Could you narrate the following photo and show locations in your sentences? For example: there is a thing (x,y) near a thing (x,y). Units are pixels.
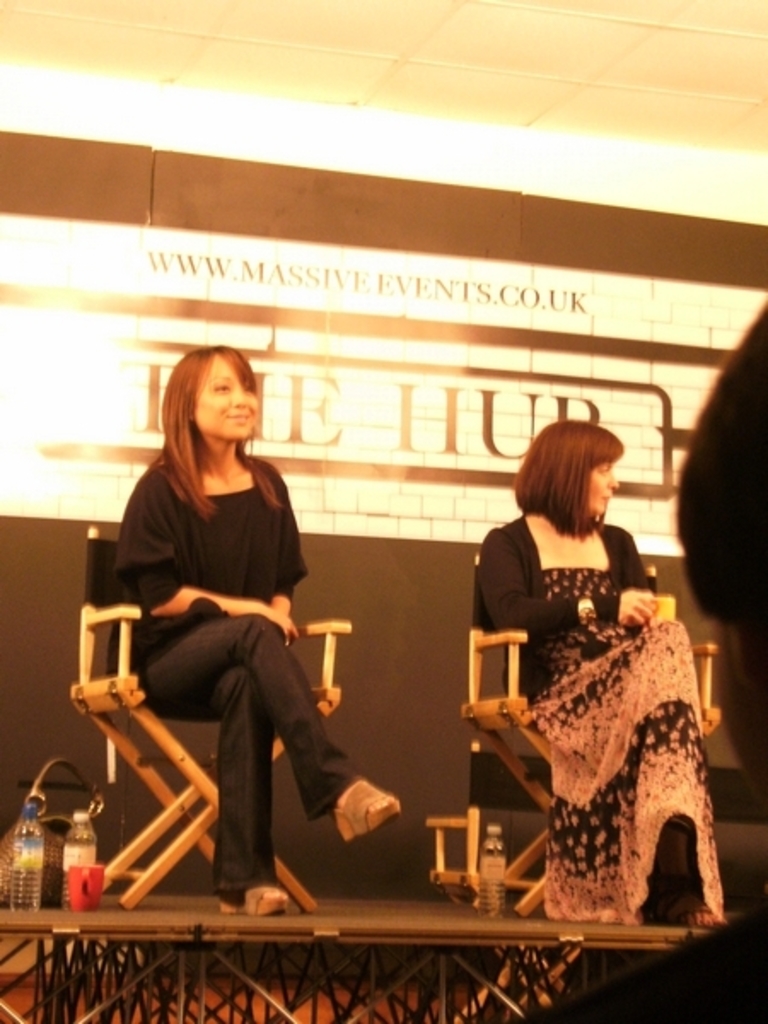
In this image I can see two women (130,601) are sitting on chairs (201,789). I can also see few bottles (78,858), a red colour cup (97,895) and in the background (518,296) I can see something is written. Here I can see smile on her face (198,402).
